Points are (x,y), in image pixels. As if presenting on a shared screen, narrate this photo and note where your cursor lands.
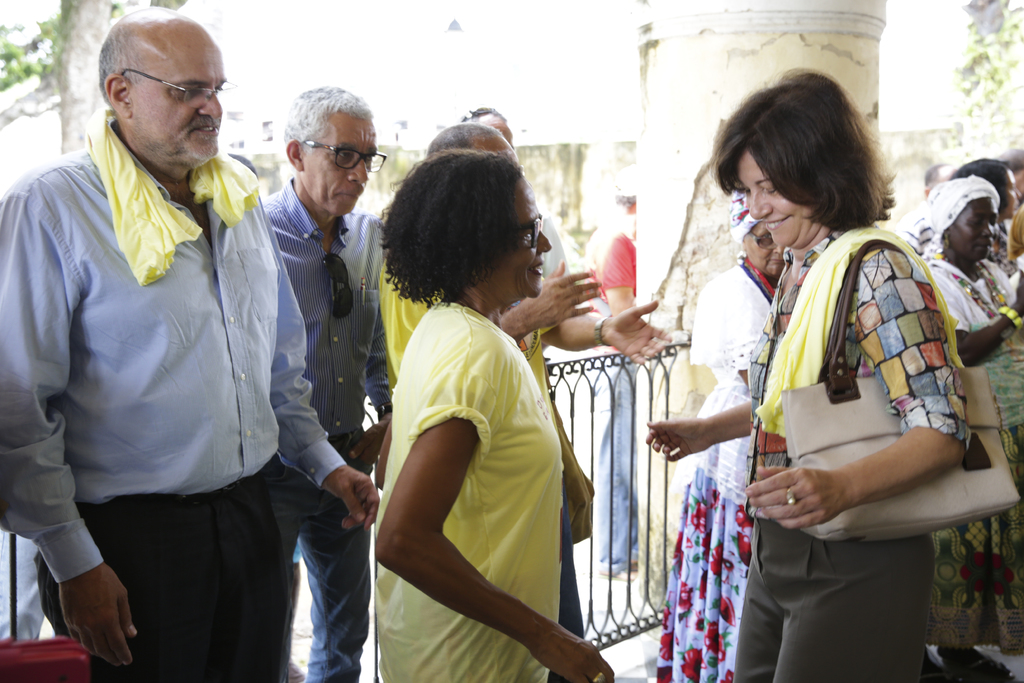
In this image we can see a group of people (465,353) are standing, and smiling, she is wearing the yellow color shirt (416,430), at back (345,257) here a man (225,319) is wearing the blue color shirt (293,258), here is the fencing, here is the pillar (642,199), here is the wall (595,203).
